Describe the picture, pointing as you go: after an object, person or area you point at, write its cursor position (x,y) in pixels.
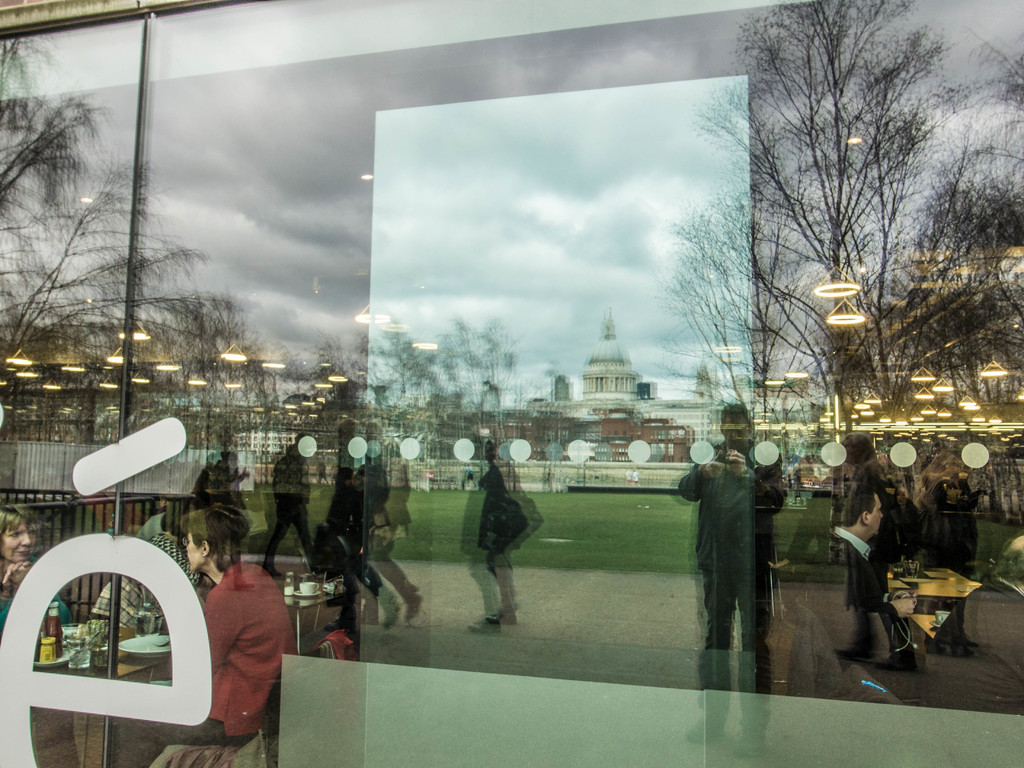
In this image there is a glass (887,376), on that glass (842,418) there is a palace (617,390), trees (139,378), people (402,475) are reflecting.
